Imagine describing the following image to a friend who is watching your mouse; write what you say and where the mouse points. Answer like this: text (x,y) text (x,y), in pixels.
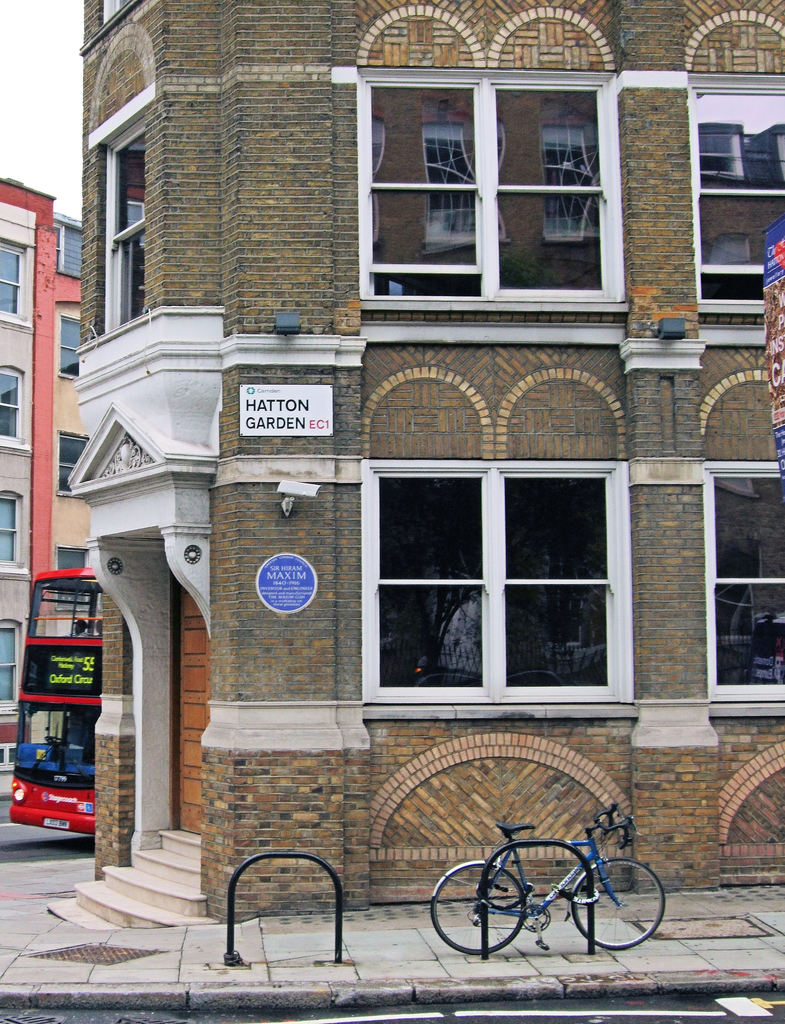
In this picture there are buildings (495,492). In the foreground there is a bicycle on the footpath (588,962). There is a board (301,413) on the wall (348,476). On the left side of the image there is a bus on the road (9,836) and there is a manhole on the footpath (160,930). At the top (72,134) there is sky (72,134). At the bottom (259,1015) there is a road (273,1023).
